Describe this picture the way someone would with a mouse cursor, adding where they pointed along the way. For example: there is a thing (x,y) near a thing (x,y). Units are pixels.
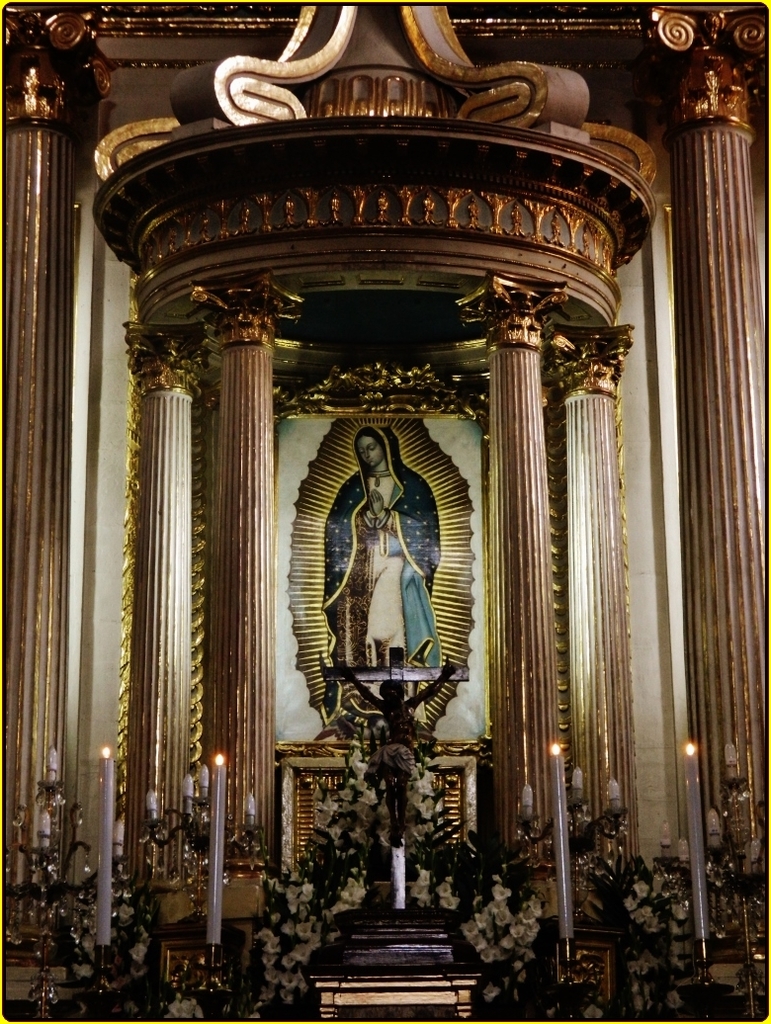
In this image, we can see a cross (396,815) and some flowers (510,930) in between candles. There is an art (431,526) in the middle of the image (431,523). There are pillars (56,548) on the left (55,520) and on the right side of the image (682,457).
